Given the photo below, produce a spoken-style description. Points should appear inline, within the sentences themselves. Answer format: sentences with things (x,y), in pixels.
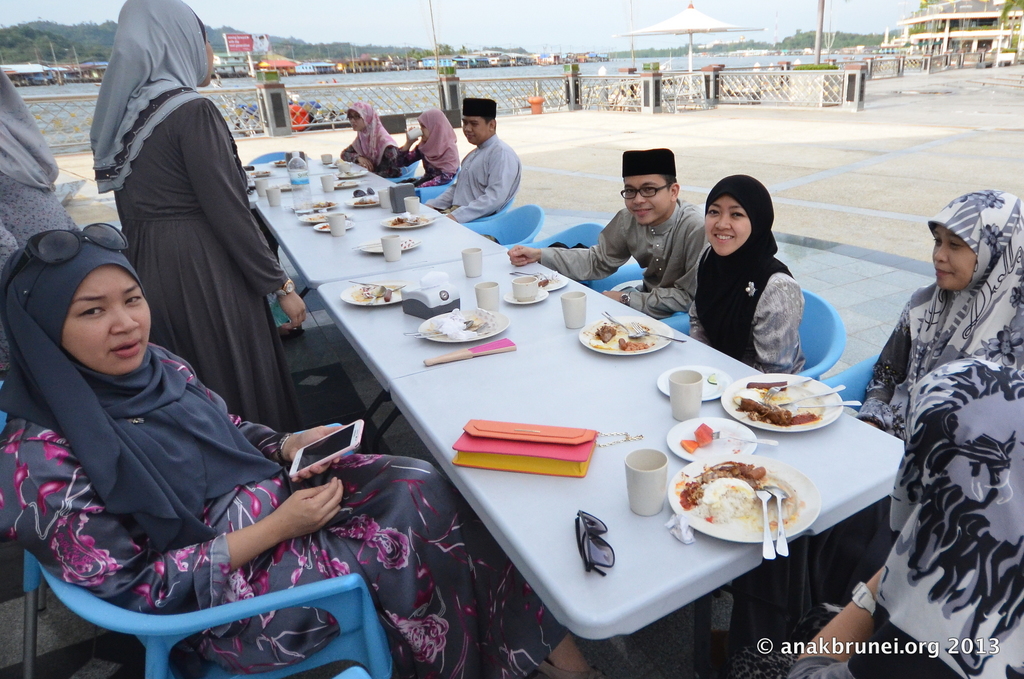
In this picture there are many people (446,162) sitting on a blue color chair (812,321). In front of them there is a table (500,393). On the table (555,575) there is a wallet (543,443), cup (626,468), plate (789,507), spoon (773,500), tissue (445,281), water bottle (298,187) and glasses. And a lady (220,288) to the left side (176,178) is standing. In the background (708,82) there are some building (955,33), fencing (552,84), water (502,69) and hills (77,38).
